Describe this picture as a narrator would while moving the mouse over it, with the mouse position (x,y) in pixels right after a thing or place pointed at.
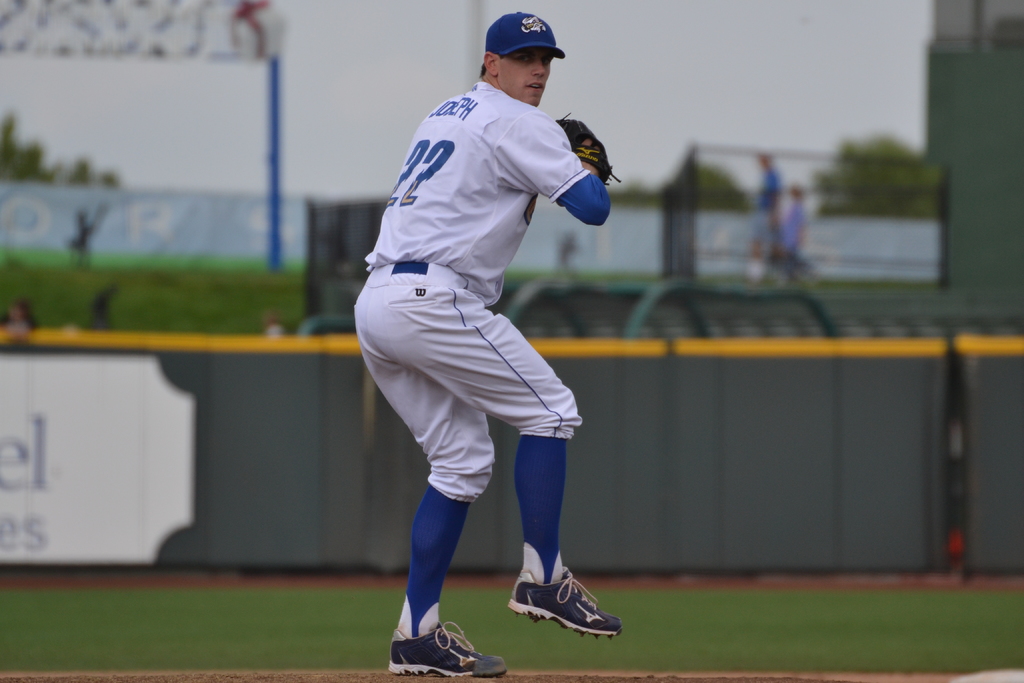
In this picture we can see a man (448,510) wore a cap (515,50), glove (592,139), shoes (438,668) and standing on the ground (288,676) and in the background (335,571) we can see the grass (338,609), fences (195,546), plants (877,177), wall (248,376), two people (765,210) and some objects (653,305).
